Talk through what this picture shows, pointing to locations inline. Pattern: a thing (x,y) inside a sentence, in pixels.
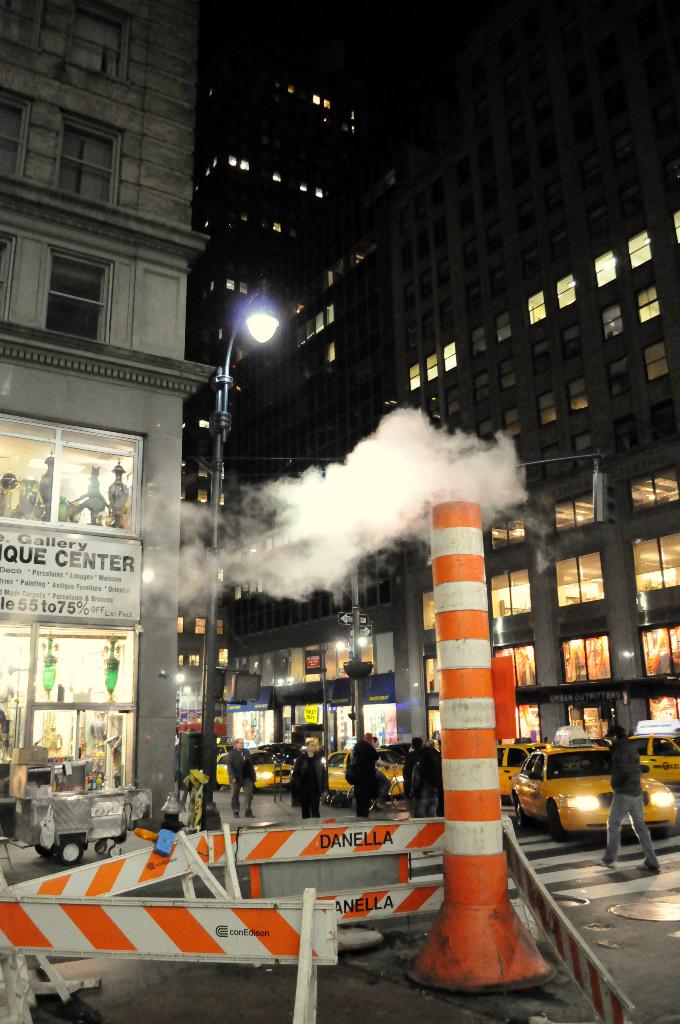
There are vehicles (223,770) and persons (244,778) on the road (663,848). Here we can see poles (209,699), lights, boards (249,958), and smoke (326,556). In the background (70,379) there are buildings (479,218).
